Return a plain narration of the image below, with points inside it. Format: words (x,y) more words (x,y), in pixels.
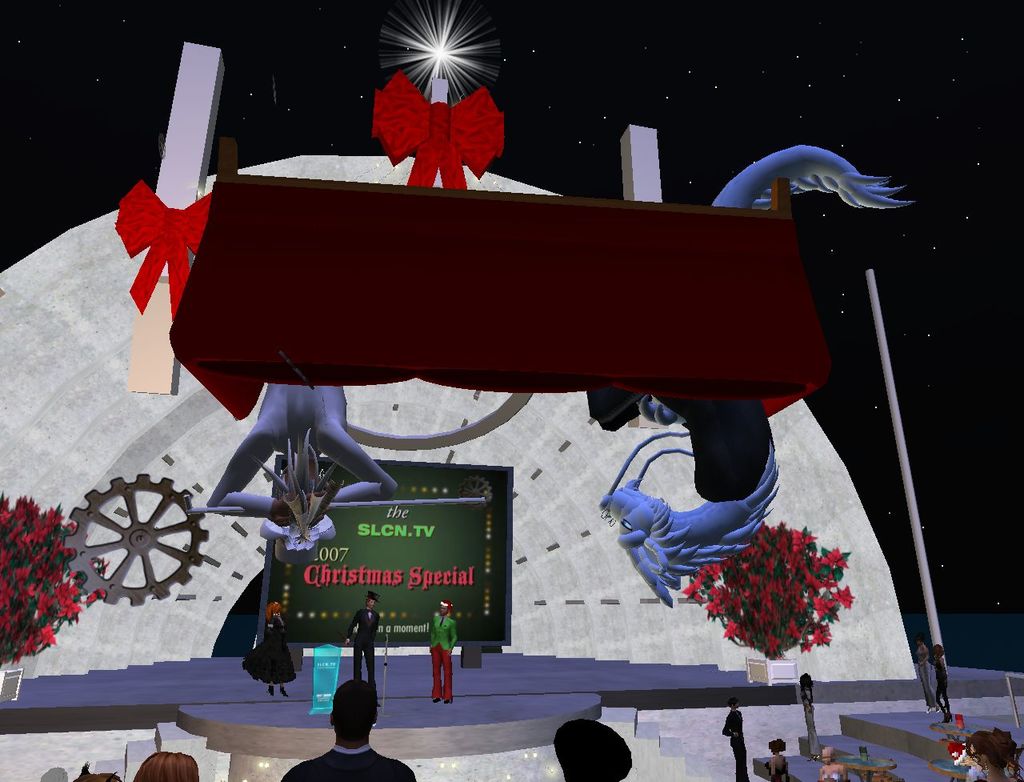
In this picture I can see a graphical image and I can see a board (400,597) with some text (342,571) and few people (350,693) standing and I can see couple of plants (827,633) with flowers (793,603) and I can see stars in the sky (701,128).
